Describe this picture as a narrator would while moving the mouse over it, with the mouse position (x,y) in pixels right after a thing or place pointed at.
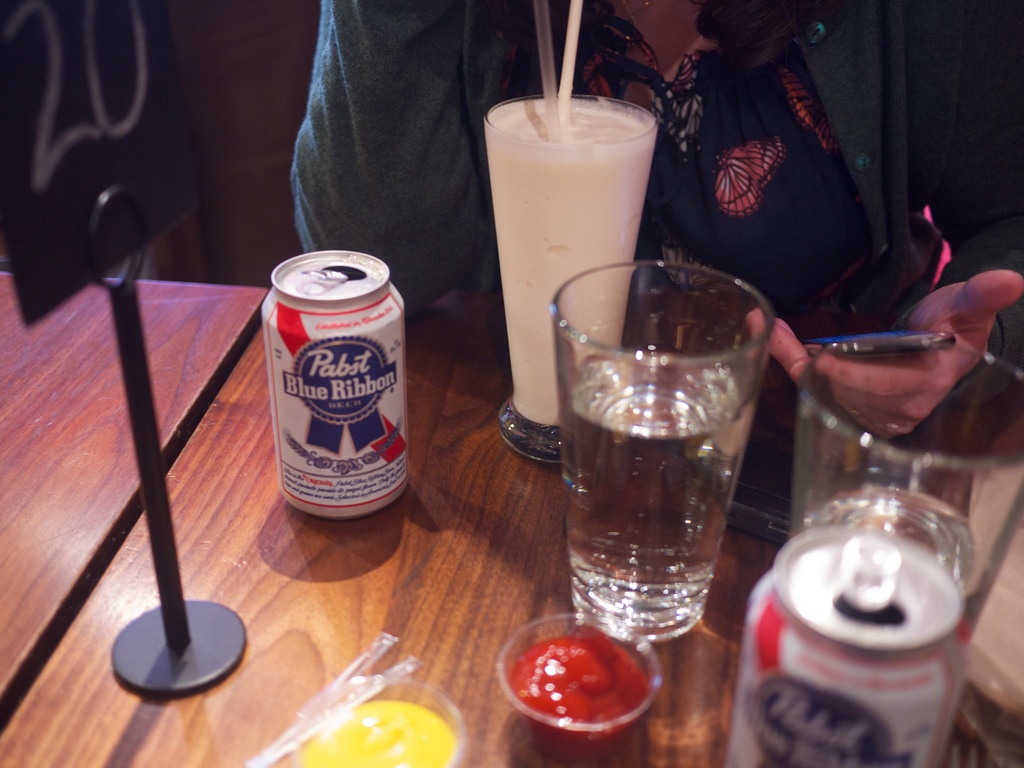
In this picture I can see tins (817,555), glasses (700,363) with liquids (592,128) in it, there are straws (542,24) in a glass (510,194), there are food items (564,652) in bowls (547,627) and there is a board (174,642) on the table (58,685), and in the background (450,24) there is a person (712,38) holding an object (882,348).
